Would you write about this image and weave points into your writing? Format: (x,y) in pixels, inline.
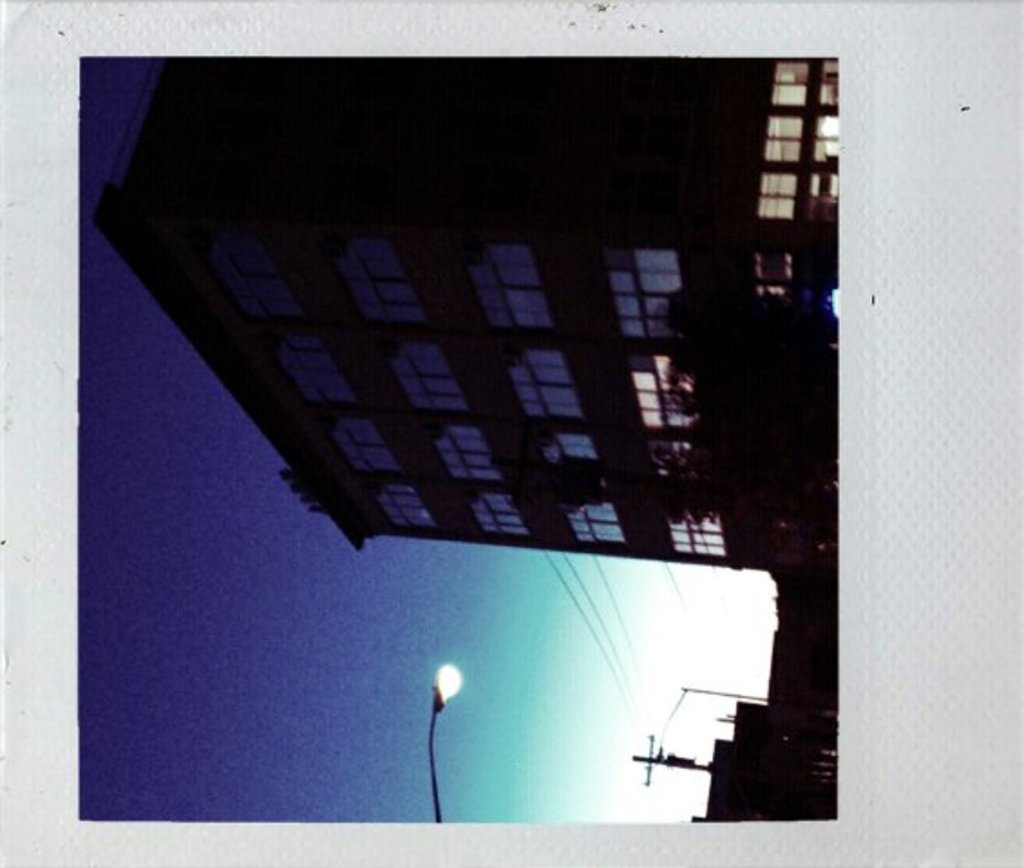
In this picture I can see there is a building (519,488) and there is a electricity pole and there is a street light pole (432,746) and the sky (225,634) is clear.
